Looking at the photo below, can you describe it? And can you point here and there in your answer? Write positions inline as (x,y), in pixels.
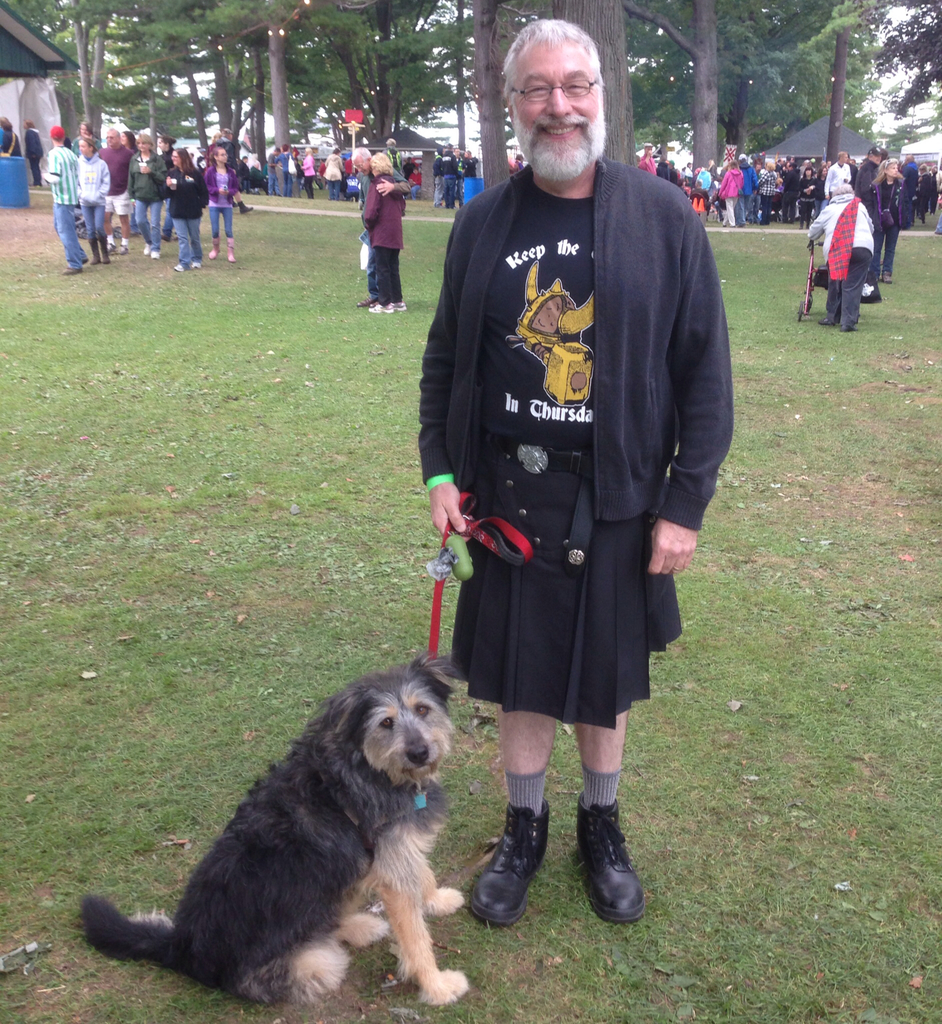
In the foreground of the image (384,798) we can see a dog (378,820) on the ground (628,840), one person (548,450) is holding a leash (464,517) in his hand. In the background (913,206), we can see a group of people (913,218) standing on the ground (743,250), a group of buildings (397,138), container (2,202) placed on the ground (6,216), groups of trees (788,62) and the sky (899,79).
